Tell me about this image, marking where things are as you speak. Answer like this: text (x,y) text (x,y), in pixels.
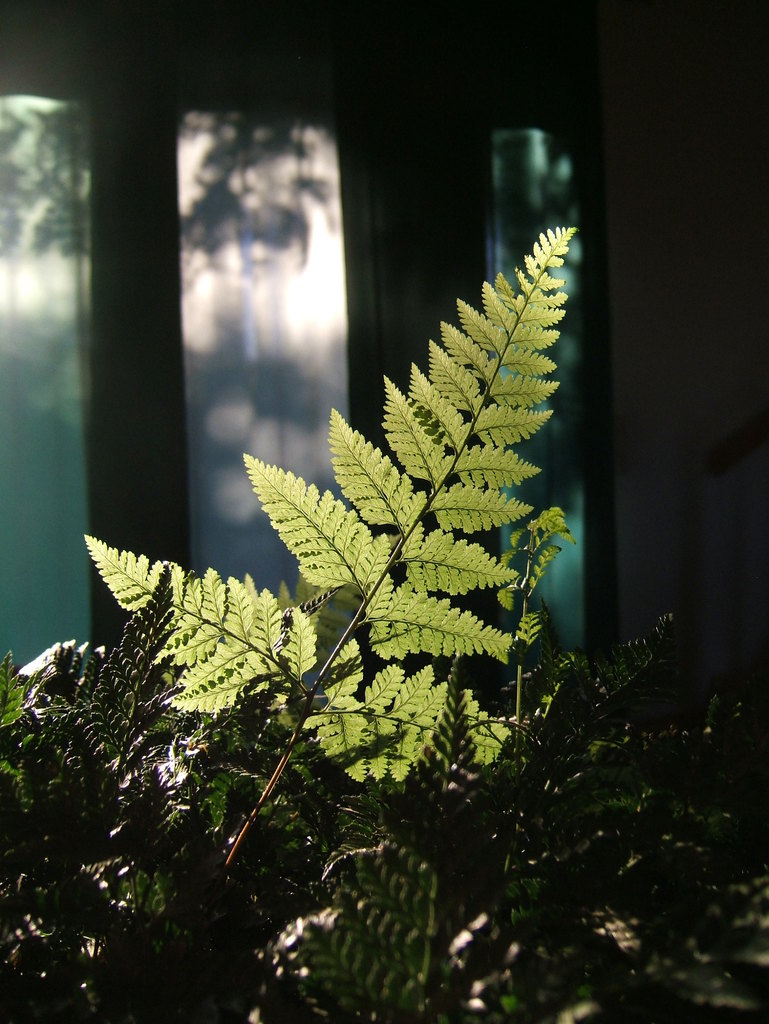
At the bottom (326,774) I can see plants (435,799). In the background (51,363) I can see a window (51,375) and trees (214,217). This image is taken in a room (755,142).
